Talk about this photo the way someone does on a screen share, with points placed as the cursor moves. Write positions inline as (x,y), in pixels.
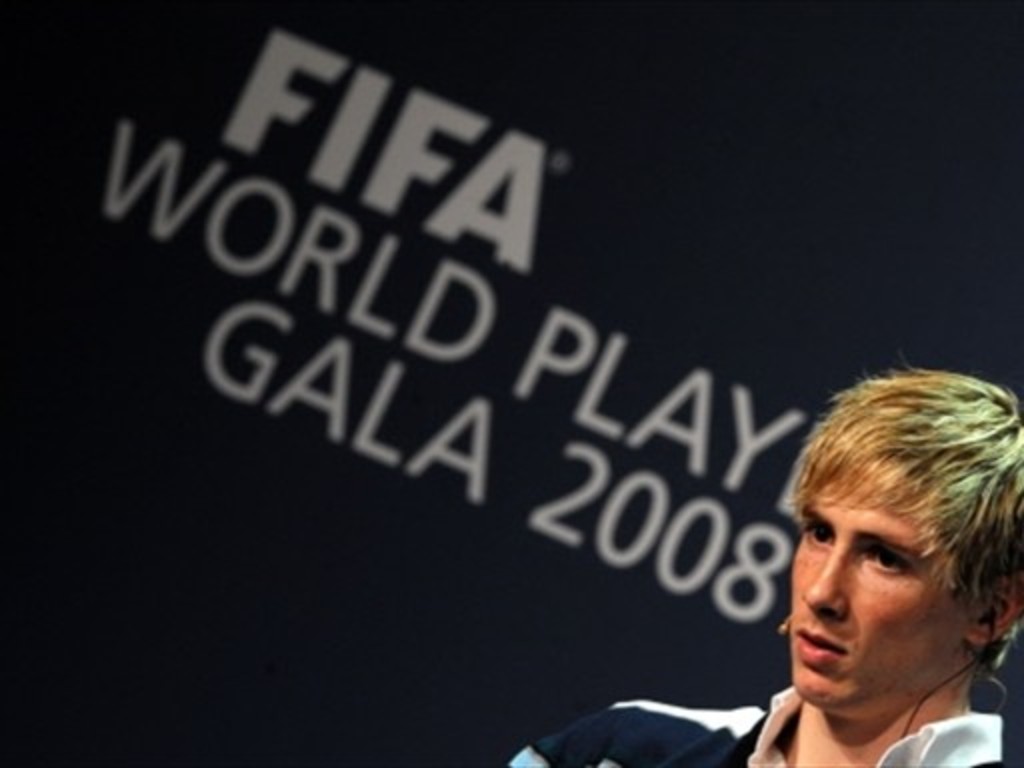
In this image I can see a person (957,592). In the background (896,223) it looks like a wall (667,255) or a board (493,275) with words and numbers (695,508) on it.
